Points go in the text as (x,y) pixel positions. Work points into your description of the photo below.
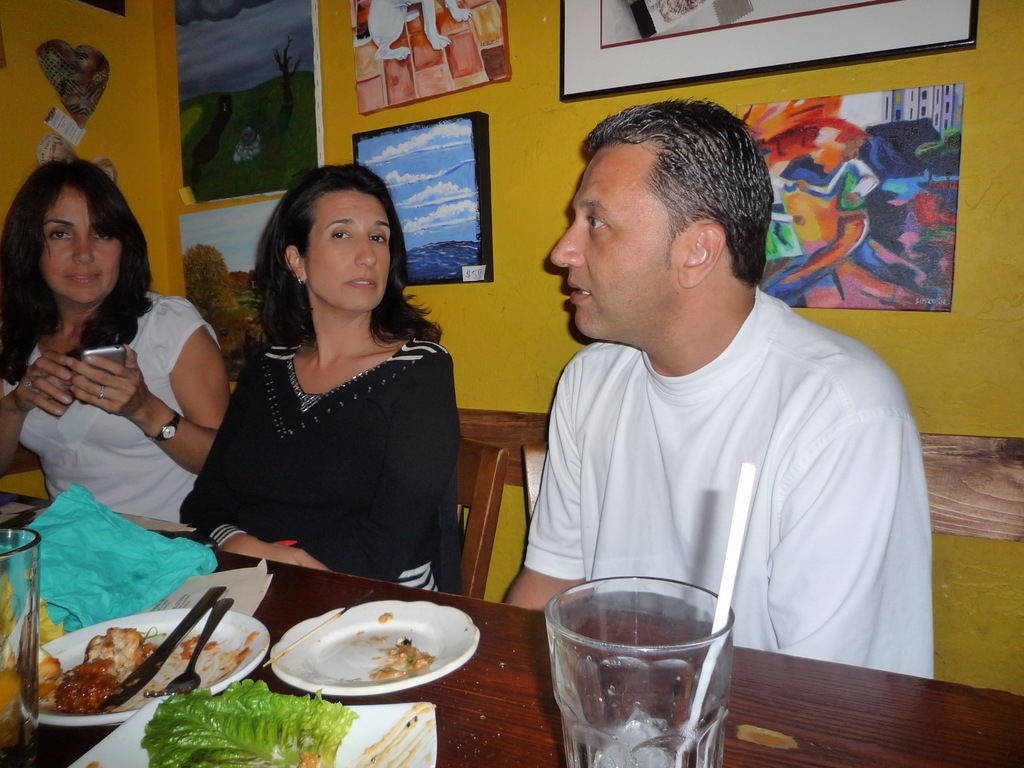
In the image there are three people (319,477) sitting on the chairs (478,538) in front of a table (275,680) and on the table (275,680) there are some food items (116,652) and glasses (588,711) kept, behind them there are some frames (482,142) attached to the wall (535,187).
